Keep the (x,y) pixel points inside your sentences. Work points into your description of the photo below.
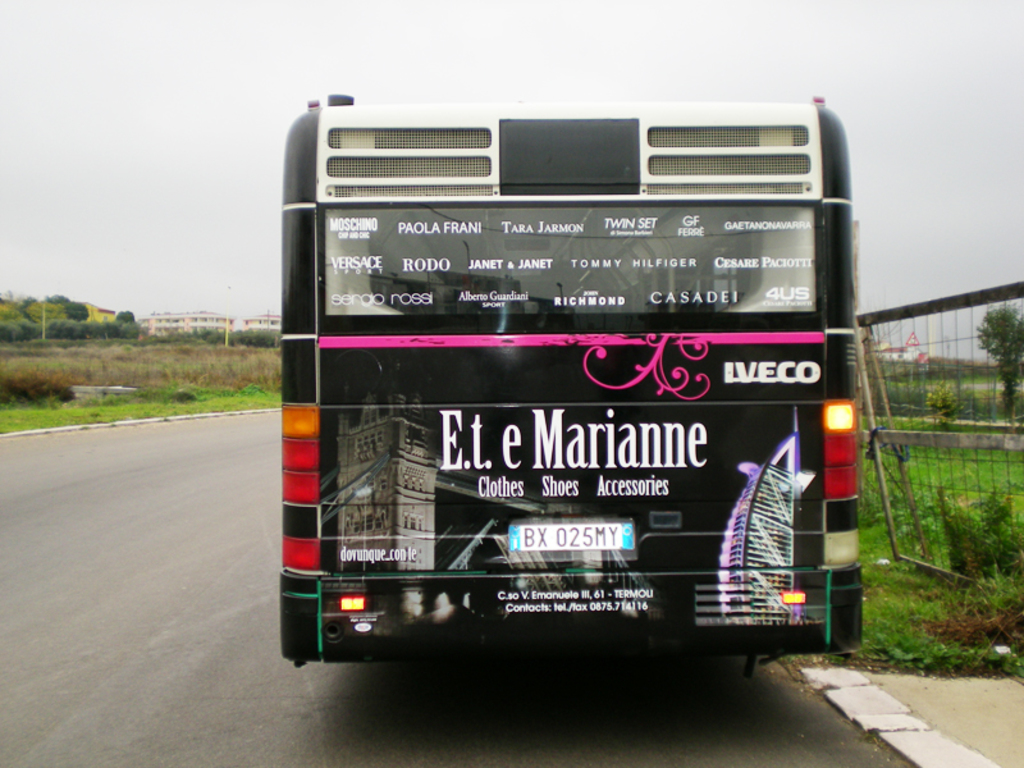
In the picture we can see a backside of the bus (830,423) with a name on it as Et e Marianne and beside the bus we can see a grass surface (986,634) with a railing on it and behind the railing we can see some plants (991,521) and on the other side of the road (78,536) we can see grass surface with some plants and far away from it we can see some trees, buildings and sky (25,32).
